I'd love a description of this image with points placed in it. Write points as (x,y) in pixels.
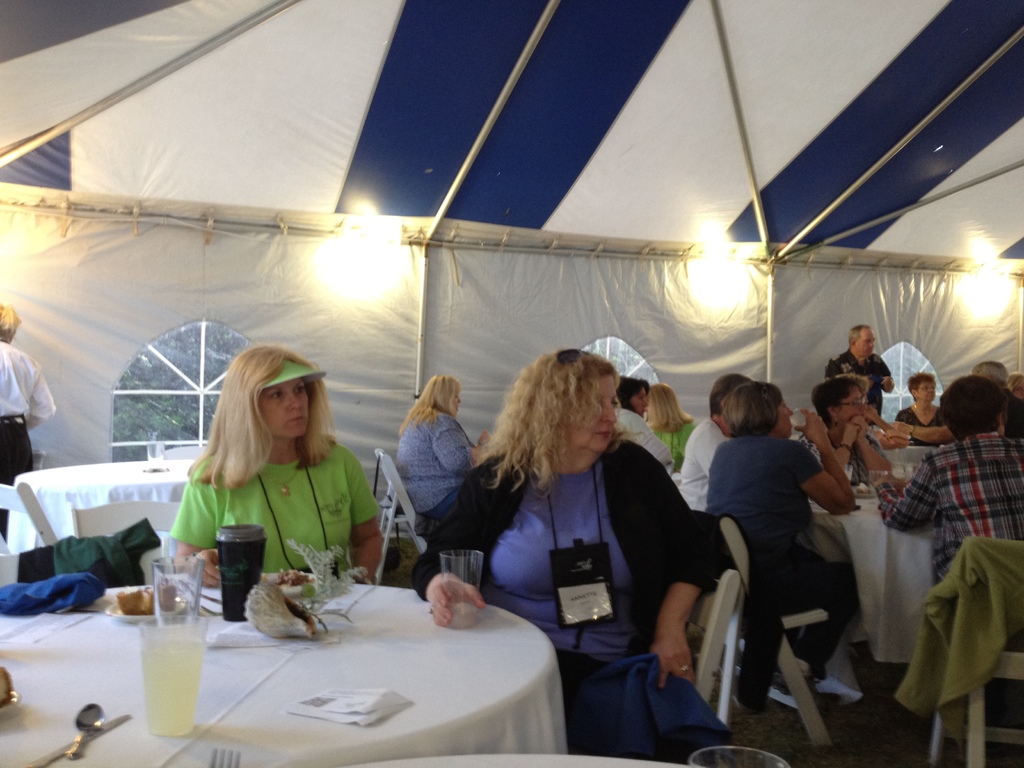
There are few people (498,491) sitting on the chair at the table (376,605) under the tent (523,226). On the table (63,664) we can see spoons (75,744), knife (108,726), glasses (185,589), food items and bottle (245,599). In the background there are lights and poles (981,177).
